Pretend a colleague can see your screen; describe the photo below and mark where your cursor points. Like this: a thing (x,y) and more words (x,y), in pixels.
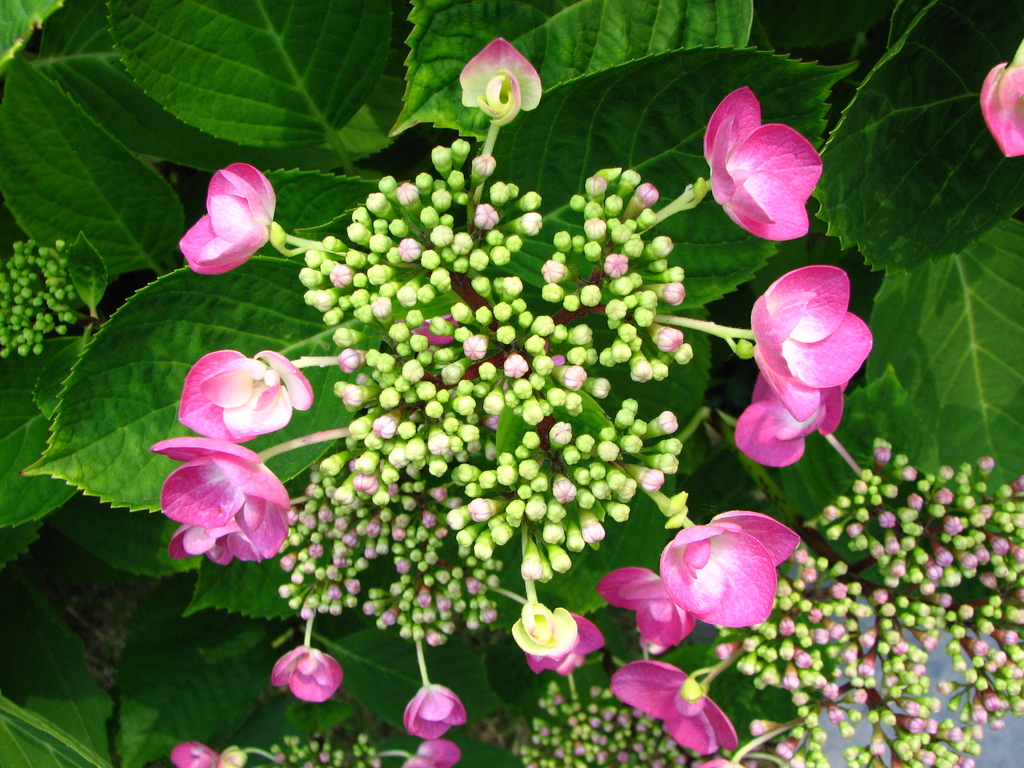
There are buds (386,271) and flowers (258,528) of a plant (549,319) in the foreground area of the image (623,277), there are leaves (459,743) in the background (548,121).
